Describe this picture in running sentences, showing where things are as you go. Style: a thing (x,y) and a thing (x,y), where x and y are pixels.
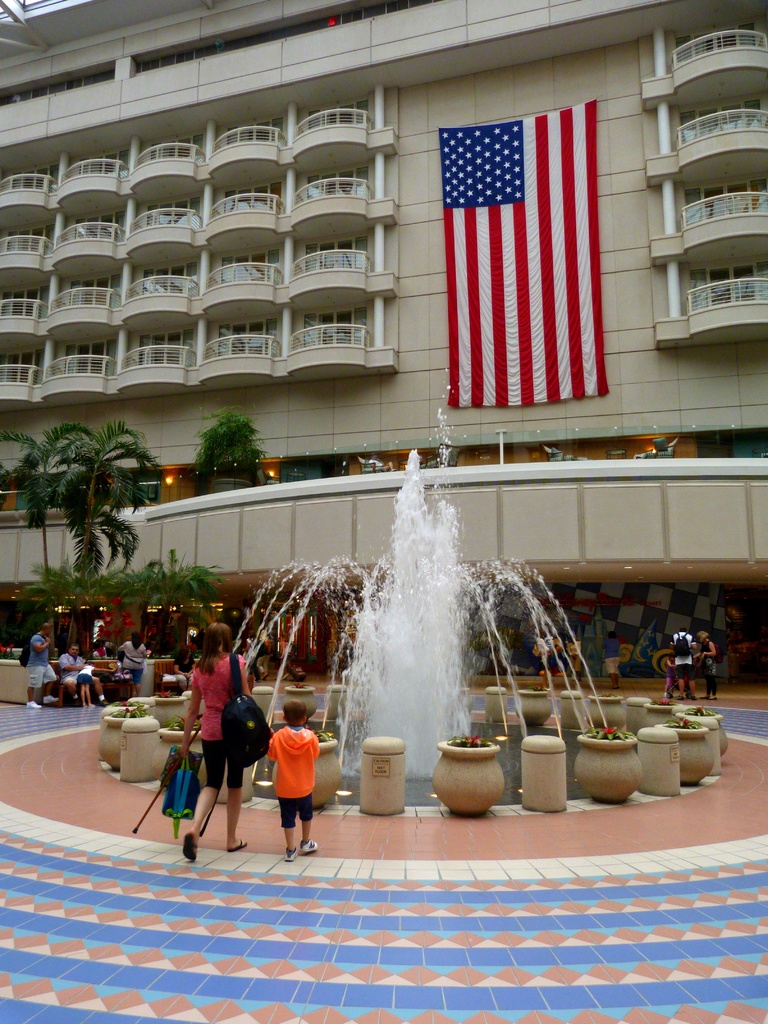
On the left side (218,763), there is a woman (208,784) holding a bag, an umbrella (165,794) and a stick (163,784) with a hand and walking. Beside her, there is a child (287,785). In front of her, there is a waterfall (489,618). Around this waterfall (503,688), there are potted plants (665,702) arranged. In the background (713,653), there are persons (704,698), a flag (548,161) attached to the wall (495,76) of a building (546,101), which is having windows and there are trees (127,494).
